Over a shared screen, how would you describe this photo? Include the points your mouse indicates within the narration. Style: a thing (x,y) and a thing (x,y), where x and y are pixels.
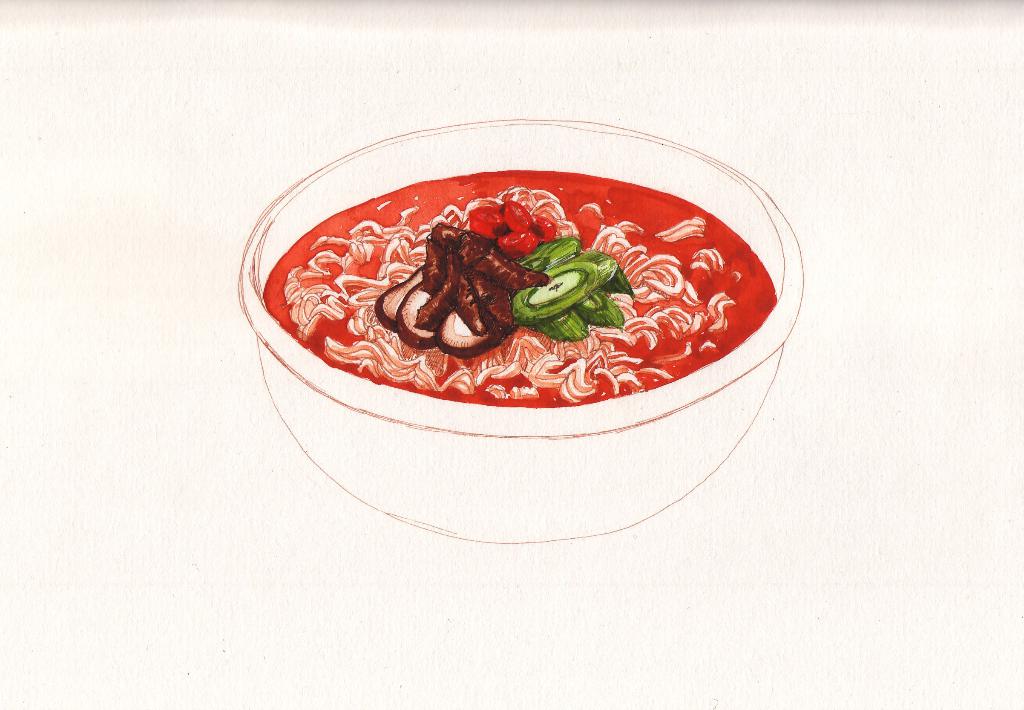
In this image there is a painting (401,392). In the painting (613,476) we can see that there is a bowl (626,433). In the bowl (585,453) there is some food (561,266) which is in red color.
